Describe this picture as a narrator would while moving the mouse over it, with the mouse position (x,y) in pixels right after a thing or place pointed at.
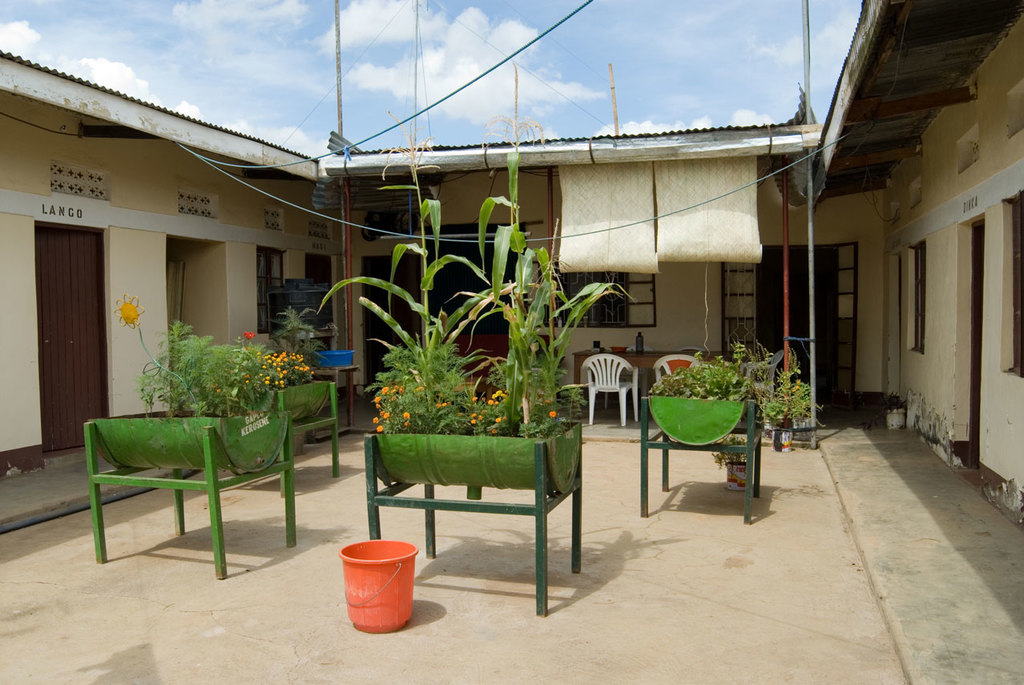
This picture is clicked outside. In the center (537,382) we can see the potted plants (141,446) and the metal stands (754,407) and we can see the chairs (661,367), bucket (353,590), tables (643,377), doors (972,309) and windows (257,267) of the house (221,217) and we can see the objects (614,213) hanging on the roof (480,166). In the background (718,45) we can see the sky (639,61), metal rods (812,126), rope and some other items (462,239).
